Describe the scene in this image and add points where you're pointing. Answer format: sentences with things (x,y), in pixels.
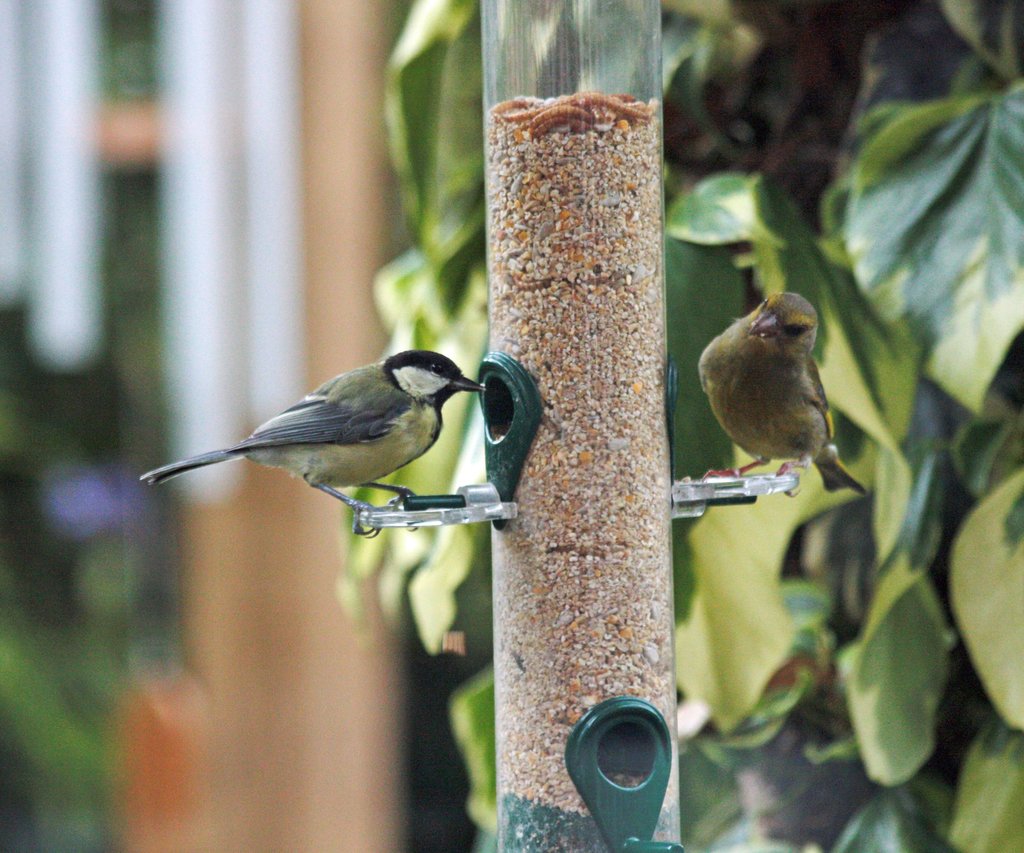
In this picture, we see two birds (777,372). Beside that, we see a pole (646,366). On the right side (980,415), we see a tree (980,487). There are plants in the background (362,314). This picture is blurred in the background (421,184).
